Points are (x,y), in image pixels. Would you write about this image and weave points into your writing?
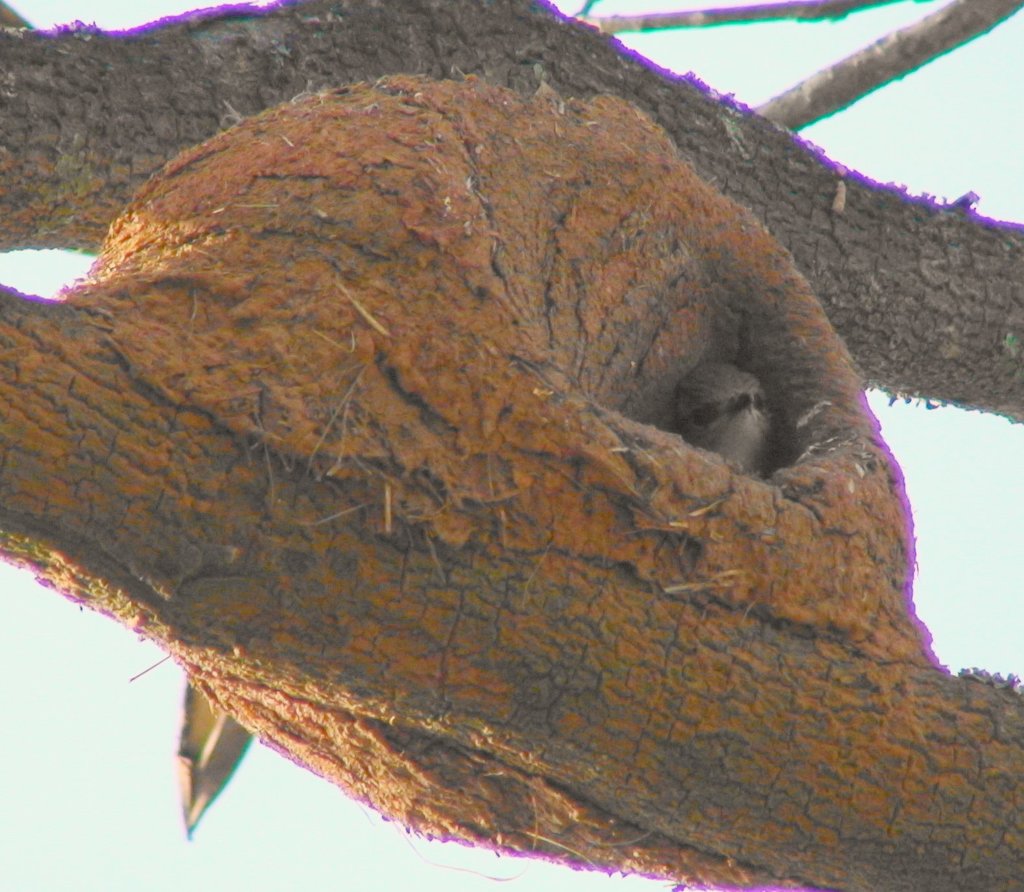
This is zoom-in picture of a bark (911,303) of a tree (915,268), on which one nest (780,507) of the bird (735,432) is present.
